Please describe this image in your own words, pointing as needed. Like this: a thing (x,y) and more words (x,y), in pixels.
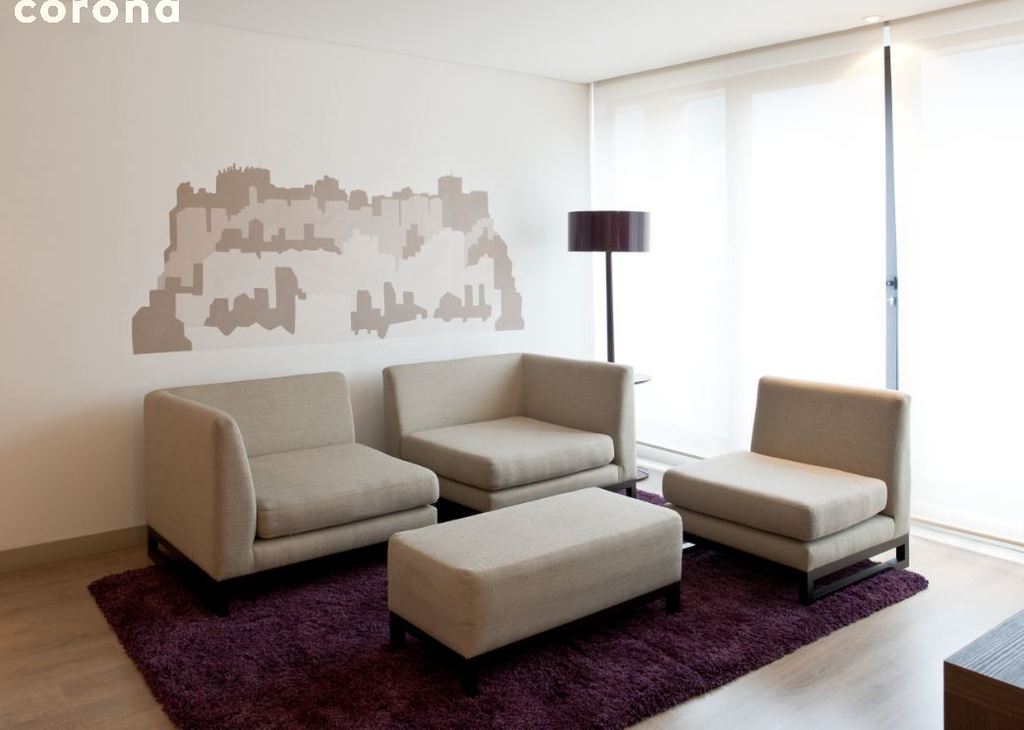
Here in this picture we can see chairs (565,445) and a table (550,569) present on the floor (297,614) and we can also see a lamp (642,235) present and we can also see glass windows (684,247) covered with curtains (963,63).
